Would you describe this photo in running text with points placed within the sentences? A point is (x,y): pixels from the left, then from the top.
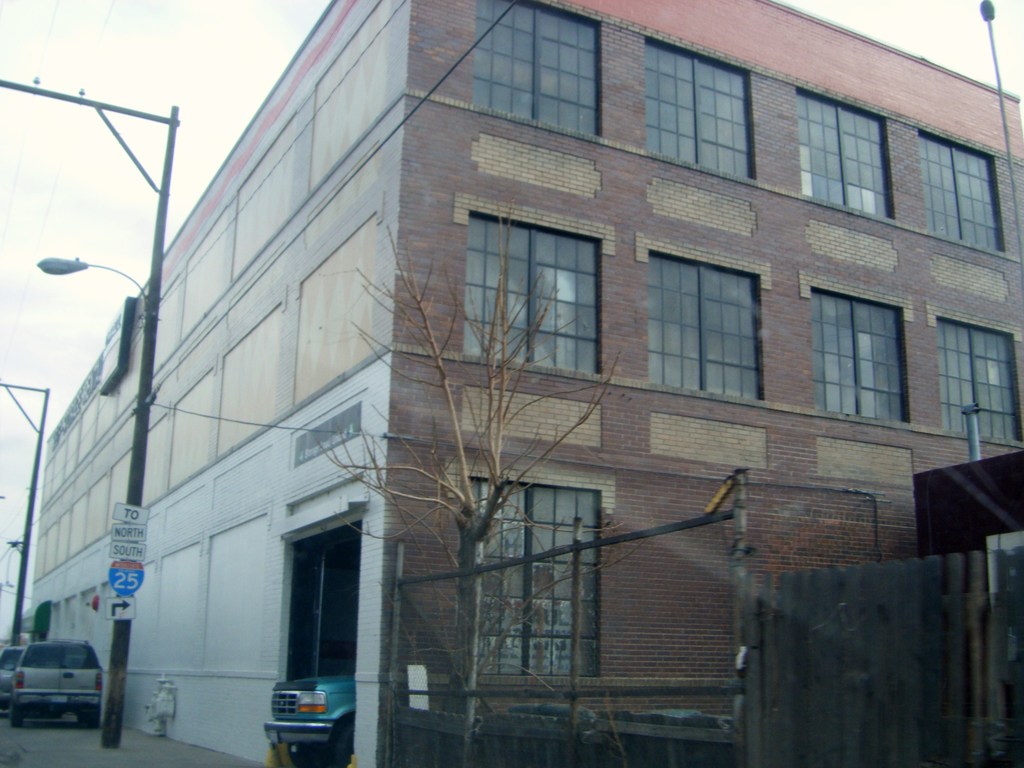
In this image I can see a building (384,435), a tree (469,558) and street lights (134,483). I can also see vehicles (276,732) and fence (897,687). In the background (186,53) I can see the sky (146,72).
